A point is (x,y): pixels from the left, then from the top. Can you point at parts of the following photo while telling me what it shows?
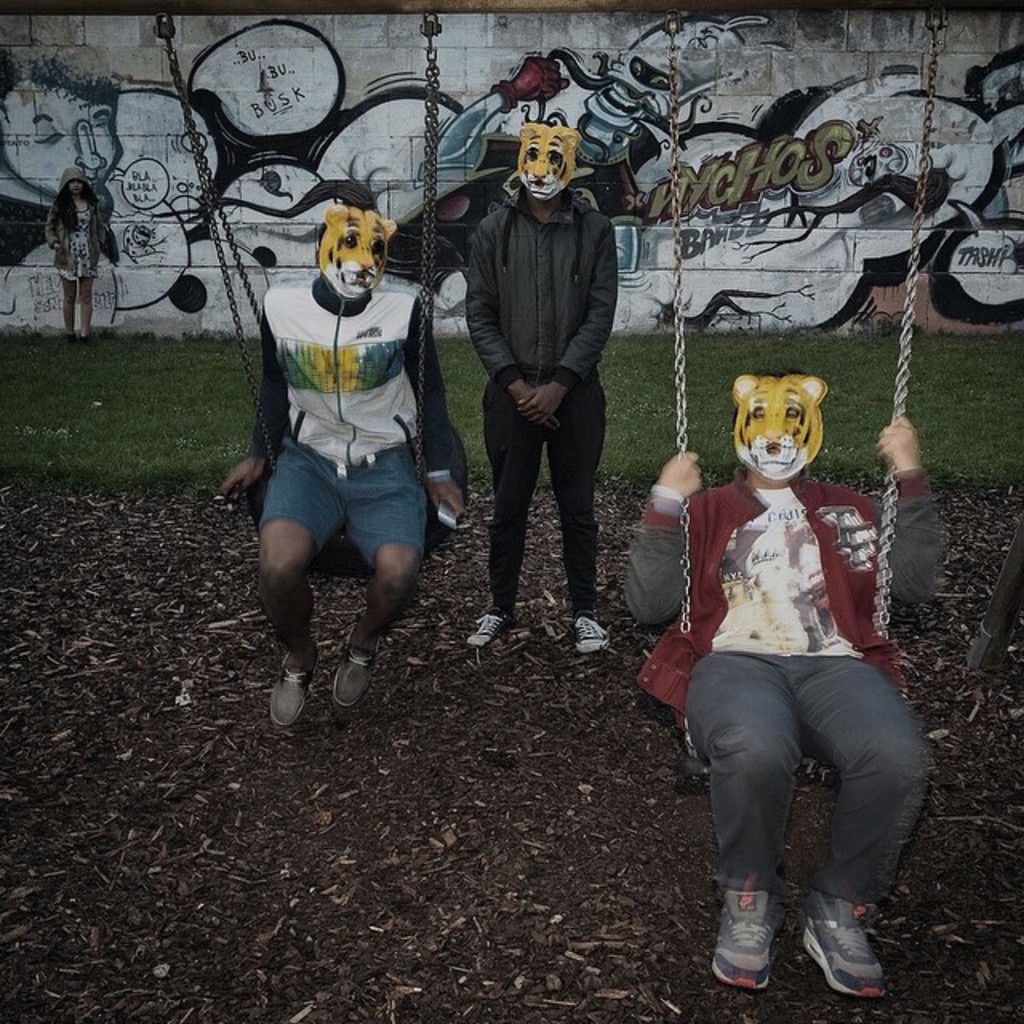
This image consist of two persons (740,677). They are sitting on the swings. There is a person (497,378) standing in the middle (584,410). Three of them are wearing tiger masks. There is a wall (711,157) behind them. There is a woman (74,254) on the left side (64,310).
